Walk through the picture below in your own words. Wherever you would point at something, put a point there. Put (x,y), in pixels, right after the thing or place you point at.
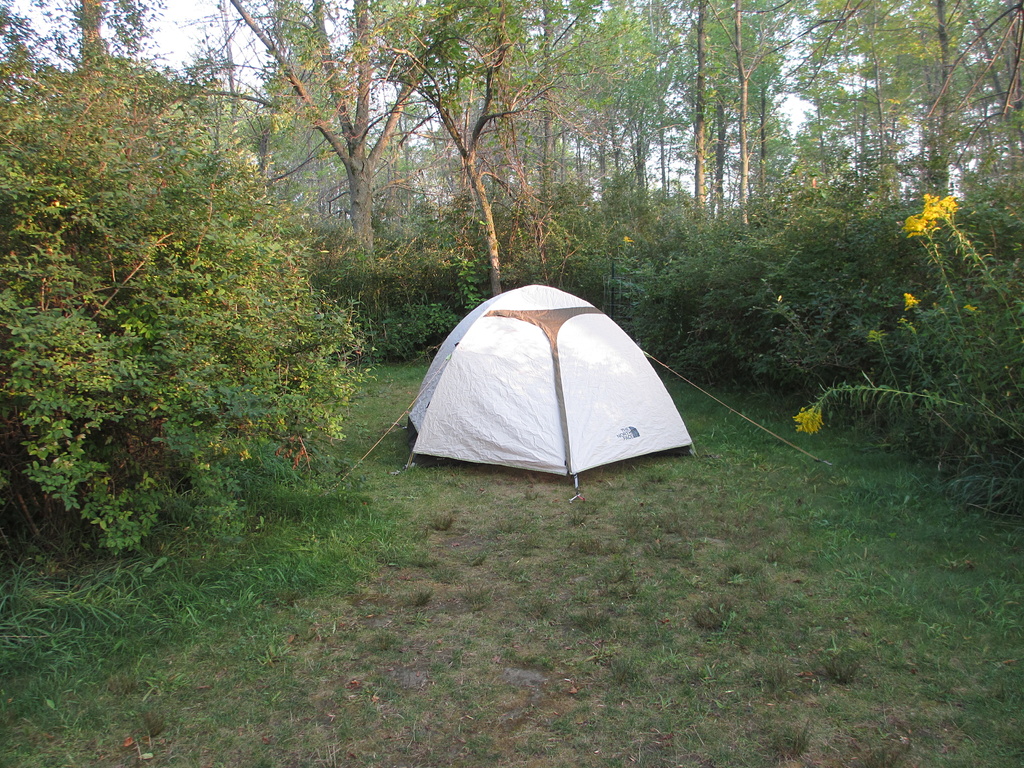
In this image we can see many trees (344,155) and plants (23,488). We can see a tent (540,369) in the image. There is a grassy land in the image. There are many flowers (944,205) to a plant (962,351) in the image. We can see the sky (146,20) in the image.
